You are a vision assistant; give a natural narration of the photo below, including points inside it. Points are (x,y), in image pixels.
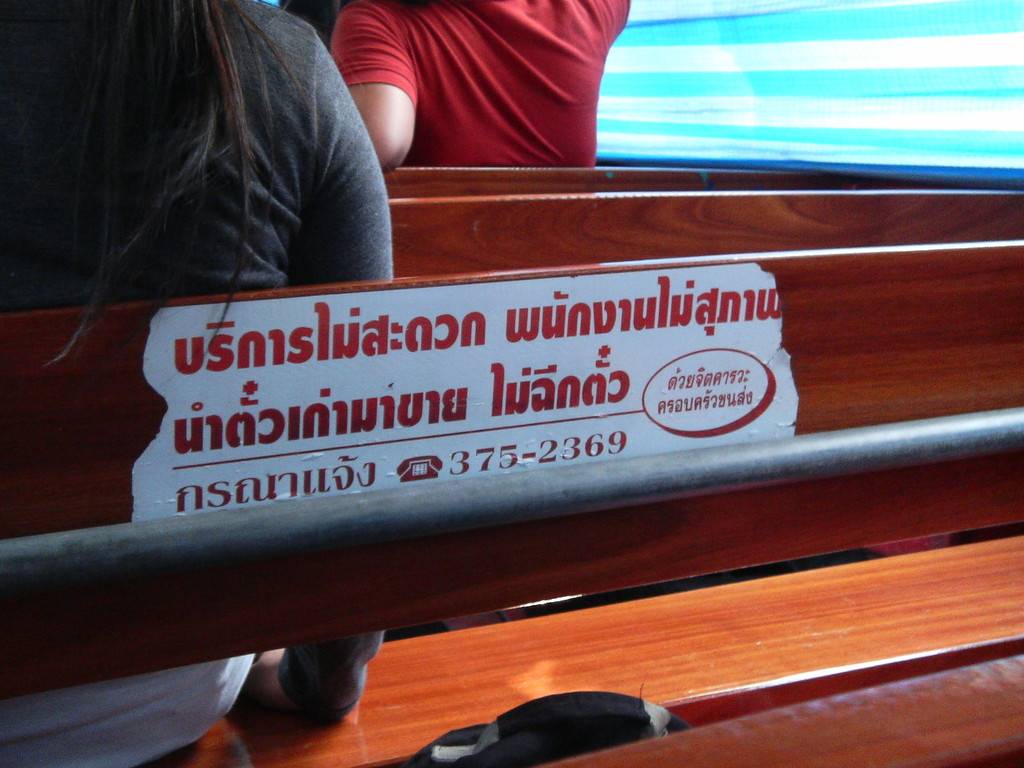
In this picture we can see few people (460,151) are seated on the benches (567,541), and we can find a metal rod (696,473).
